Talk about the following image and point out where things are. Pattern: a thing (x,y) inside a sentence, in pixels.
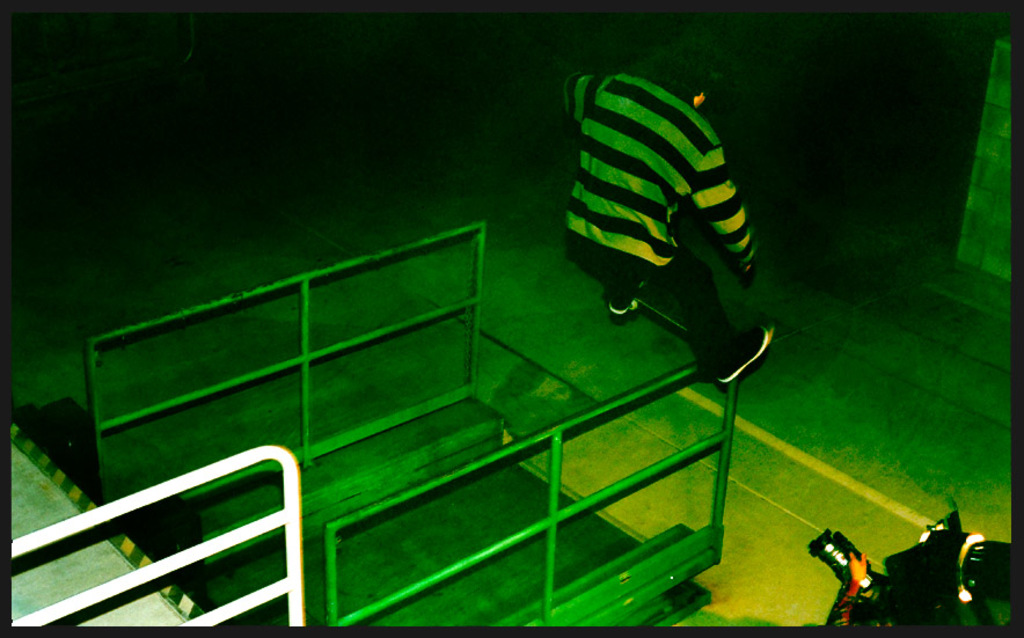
At the bottom of the image (428,515) we can see a trolley (400,488). On the left (289,542) there is a railing (255,598). In the center (603,229) we can see a man (580,231). On the right (920,585) there is an object (910,571). In the background (970,235) there is a wall (976,181).
